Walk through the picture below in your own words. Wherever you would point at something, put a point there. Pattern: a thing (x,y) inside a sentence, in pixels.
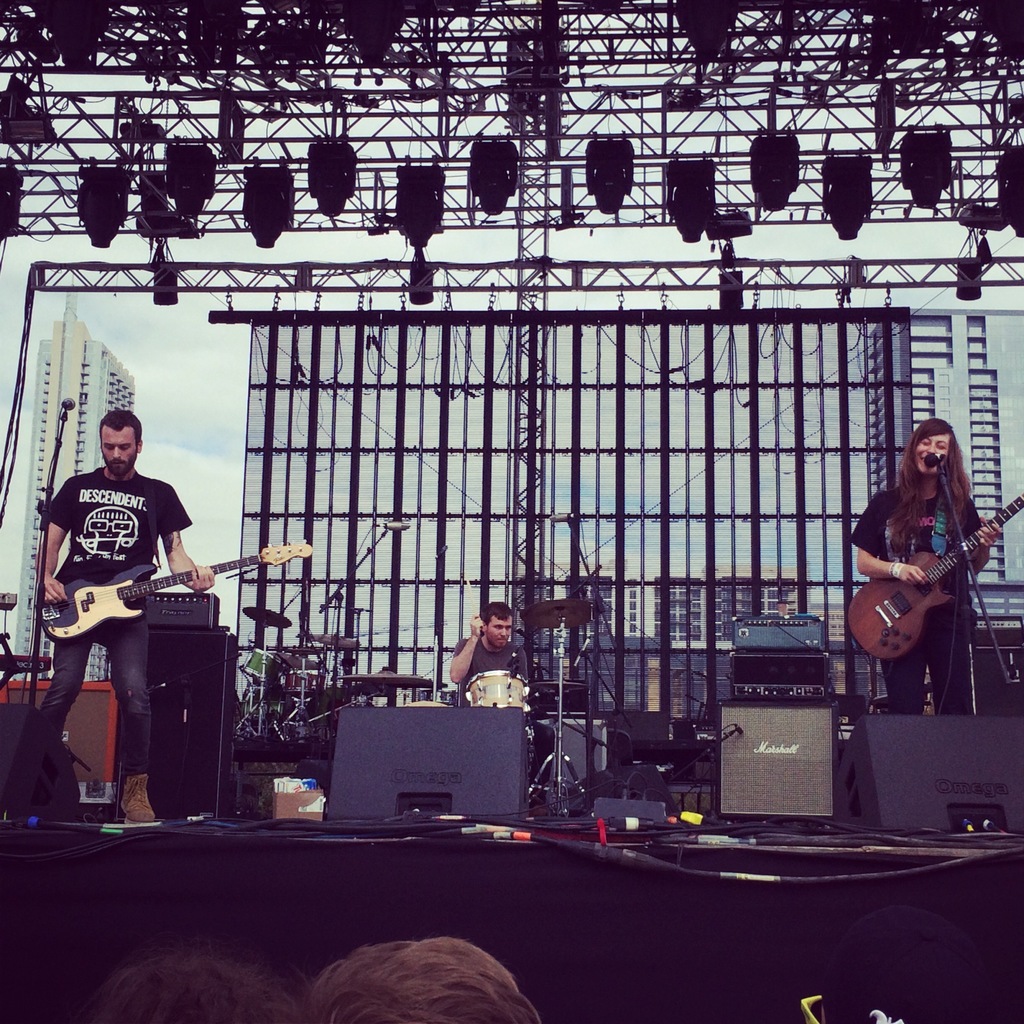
In this picture i could see a stage (439,895) performance going on with the music instruments (102,598) there are three persons (124,501) one of them is in the left corner of the picture (126,670) holding a guitar (126,589) in his hands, dressed in a black t shirt (120,552) and a jeans (143,737) in the right corner (921,523) a girl (925,514) holding a guitar (928,575) with a black t shirt (917,548) and a black pant (954,670) and in the middle of the picture (512,673) a person (509,656) is using a drum (505,687) and beating on them. There is a mic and there are some flashlights (436,222) in the ceiling (674,157). I could see a sky (210,390) which is cloudy and a building (76,410) in the left side of the picture (86,412).
